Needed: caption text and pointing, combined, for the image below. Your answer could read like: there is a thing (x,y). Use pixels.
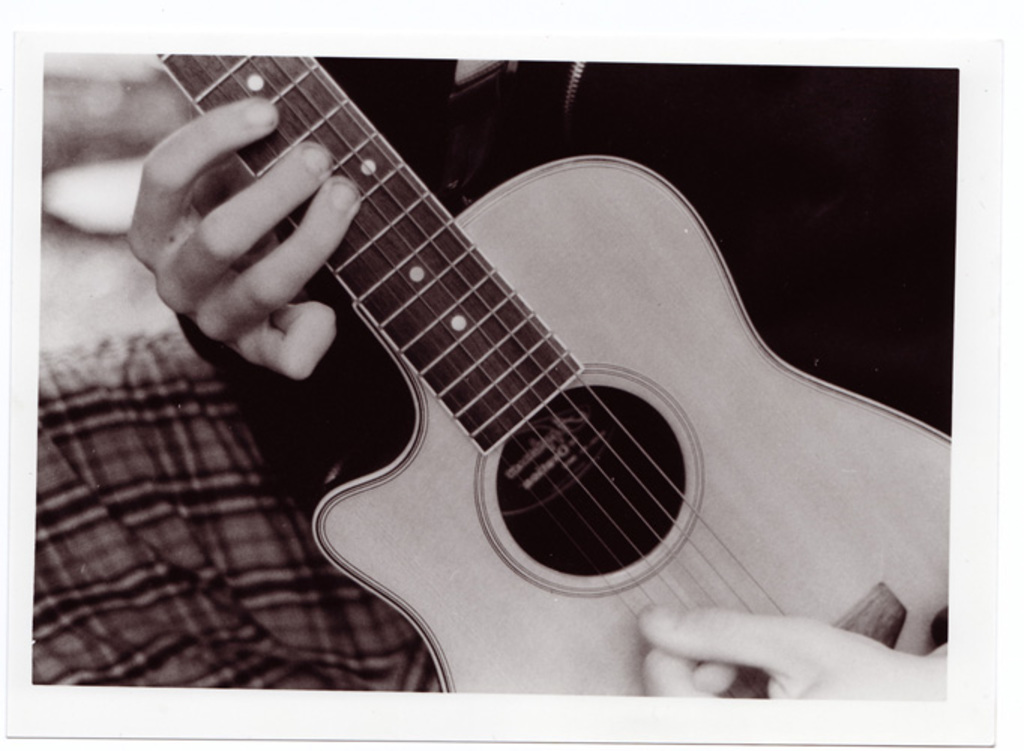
In this image we can see a persons (316,462) holding a guitar (656,519) and playing it.
